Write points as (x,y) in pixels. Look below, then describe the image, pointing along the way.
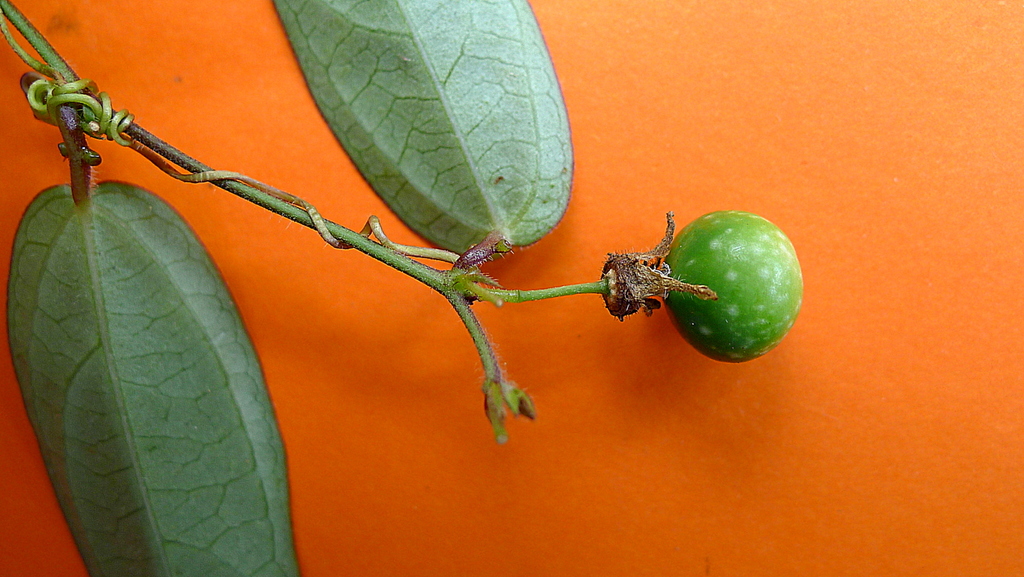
In this image there is a stem (286,201), leaves (460,93), vegetable (698,245) attached to the stem (210,166) visible on the right side (696,304), background (727,118) is in orange color.
